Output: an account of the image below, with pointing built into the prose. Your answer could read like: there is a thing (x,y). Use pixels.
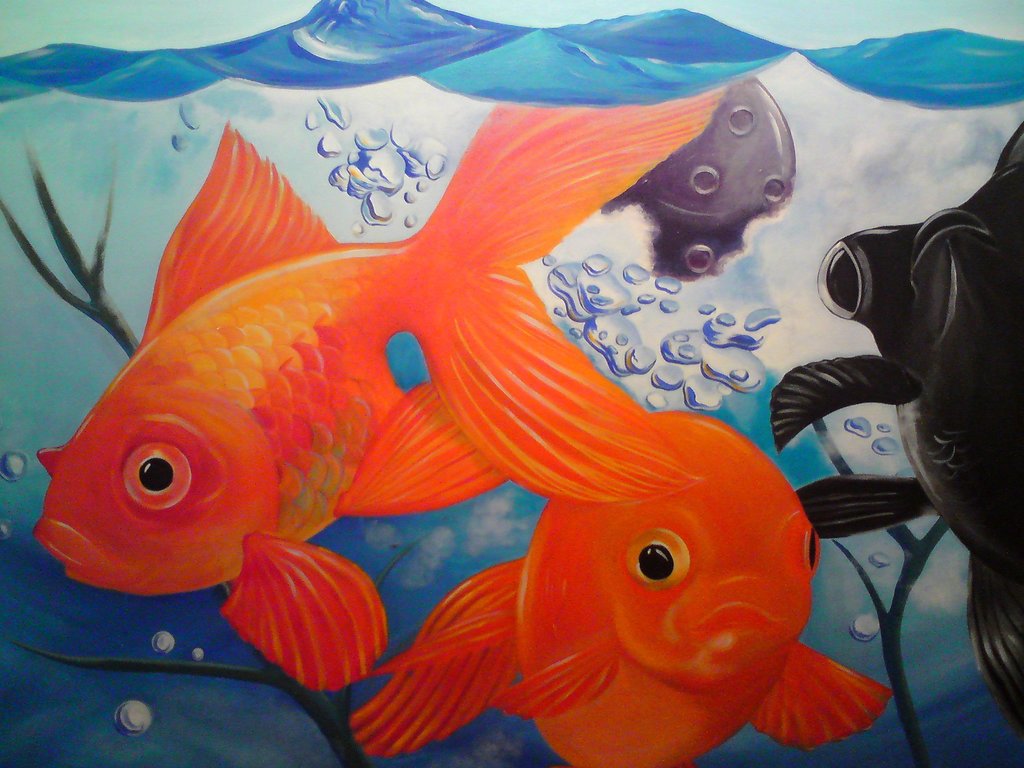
In this picture there is a poster (234,523) in the center of the image (524,327), on which there are fish (689,633).
